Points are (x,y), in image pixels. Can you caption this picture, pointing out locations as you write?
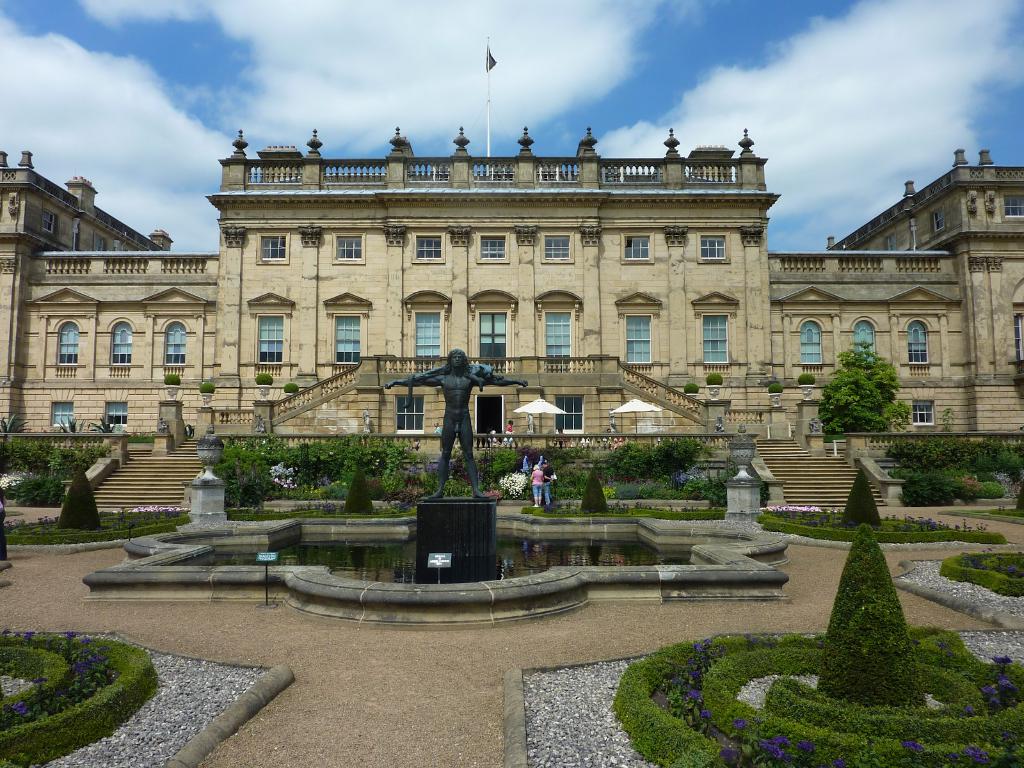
This image is taken outdoors. At the top of the image (159,71) there is the sky (667,61) with clouds (824,49). At the bottom of the image (392,728) there is a floor (255,644). In the middle of the image (494,278) there is a building (325,309) with walls (289,341), windows (268,324), railings (95,265), balconies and roofs (894,216). There is a flag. There are a few stairs (192,471) and there are two umbrellas (656,409). There are a few trees (876,379) and plants (1017,516) on the ground (966,507). There is a statue (409,387) of a man (442,475) and there is a pond (326,554) with water (515,569). There are two boards (275,560) with text (260,557) on them. A few people (535,502) are standing on the ground (498,668).
